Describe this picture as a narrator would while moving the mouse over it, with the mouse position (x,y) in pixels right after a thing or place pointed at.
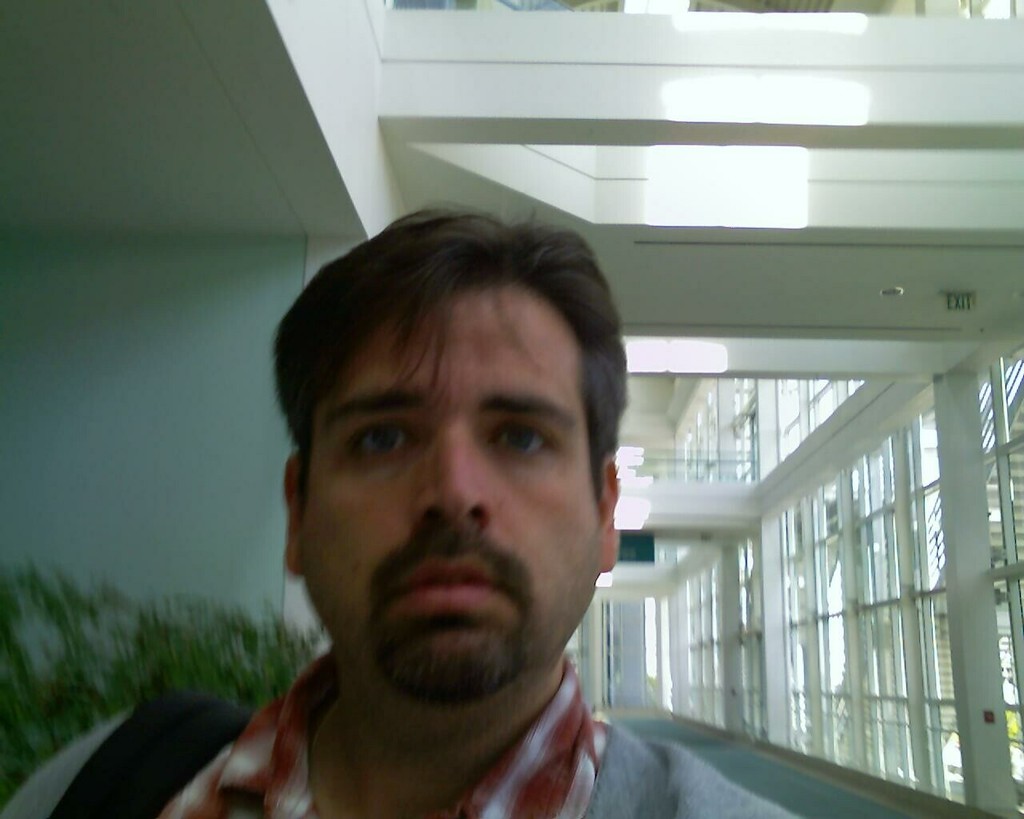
In this image, at the bottom (494,687) there is a man (453,711), he wears a shirt (279,769), bag (200,758). In the background (230,688) there are plants (260,676), building (697,545), windows (843,552), glasses (891,531), a wall (231,496).
